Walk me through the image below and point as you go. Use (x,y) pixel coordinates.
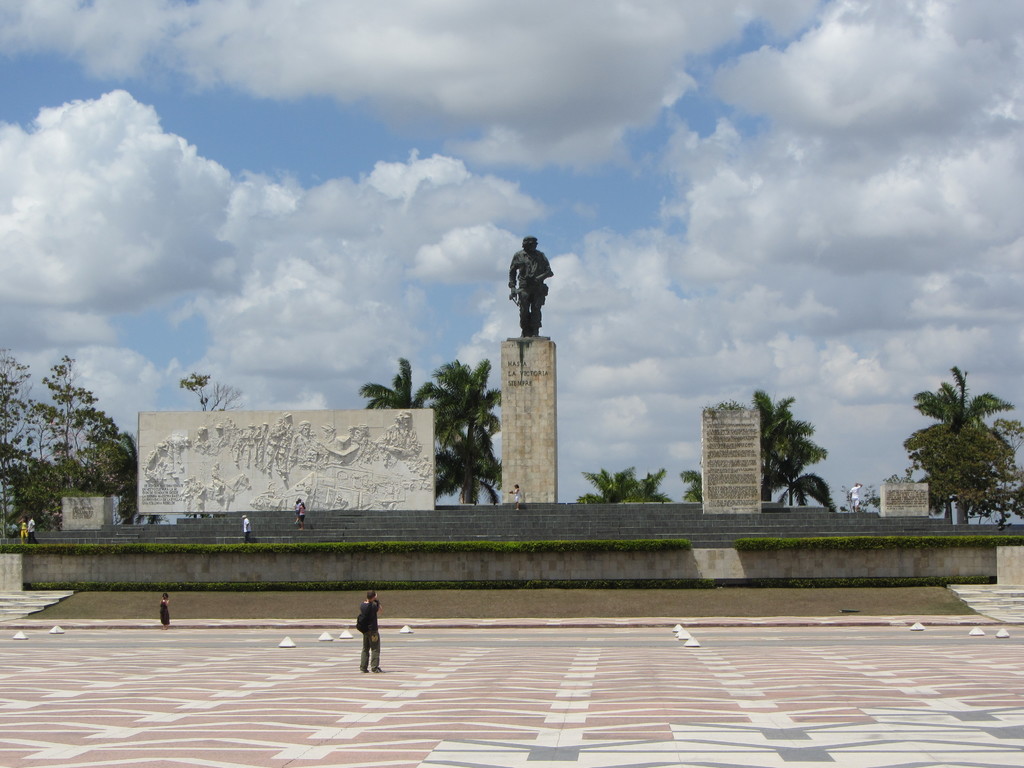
This image is clicked outside. There are trees (75,441) in the middle (659,481). There is a statue (514,300) in the middle (515,259). There are some persons (364,668) on the left side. There is sky (504,160) at the top (496,143).
